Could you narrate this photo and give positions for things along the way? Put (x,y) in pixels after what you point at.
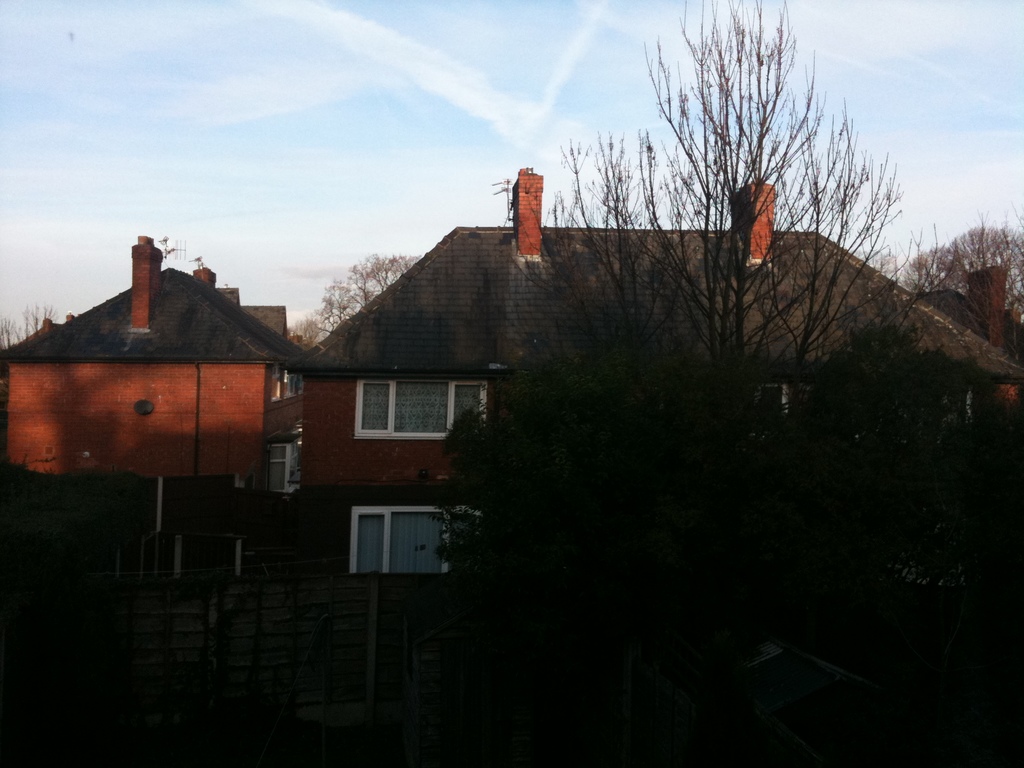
On the right side (802,484) there are trees (560,475). In the back (386,430) there are buildings (243,356) with windows (356,432). Also there is a fencing (260,609). In the background (399,80) there is sky (456,57).
